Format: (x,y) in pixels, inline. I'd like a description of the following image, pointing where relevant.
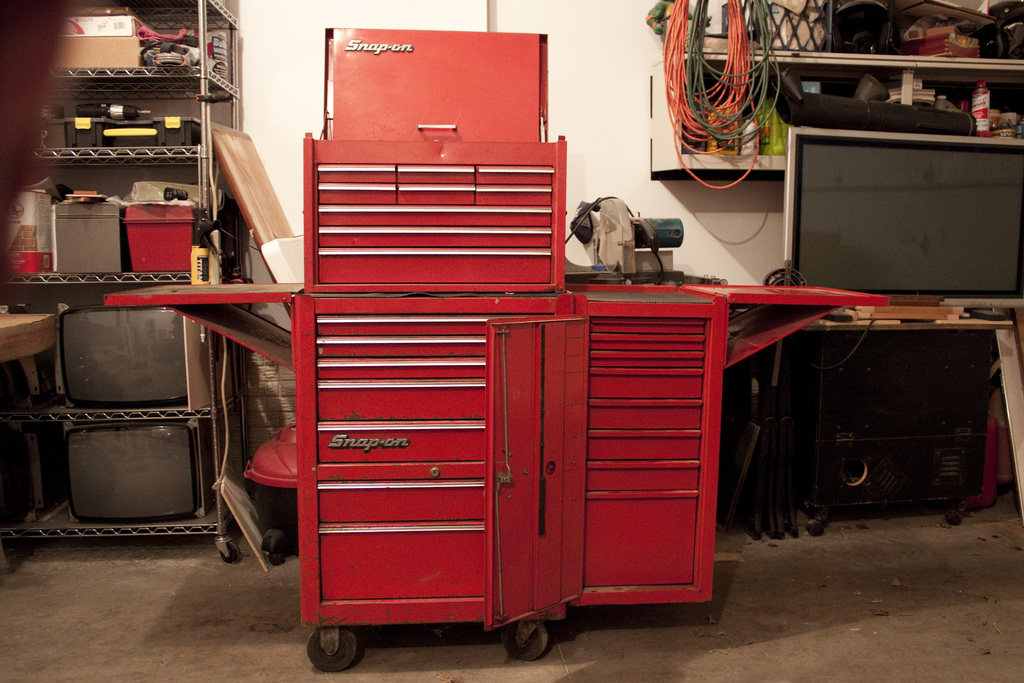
In this image in the center (389,364) there is a stand (428,368) which is red in colour. On the left side (144,220) there are televisions (142,373), batteries (145,268) in the stand (139,273). On the right side (837,220) there is a television (883,252) on the stand (911,387) which is black in colour and there are wires (739,119).
